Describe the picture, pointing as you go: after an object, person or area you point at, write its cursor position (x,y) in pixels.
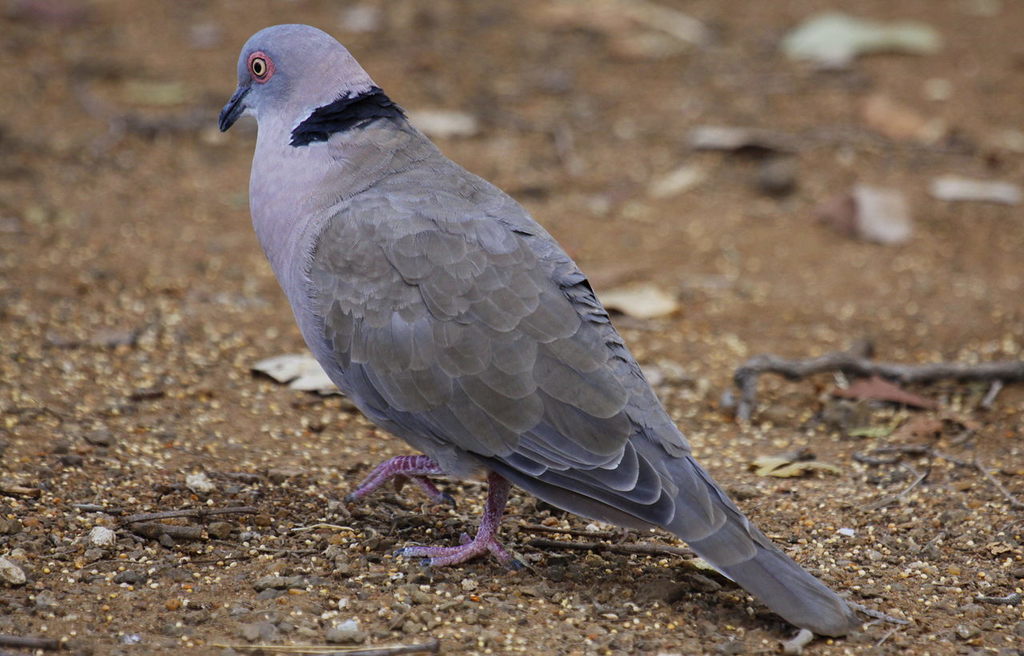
In the center of the image (498,361), we can see a bird (551,291) on the ground (294,561) and there are twigs (855,367).
